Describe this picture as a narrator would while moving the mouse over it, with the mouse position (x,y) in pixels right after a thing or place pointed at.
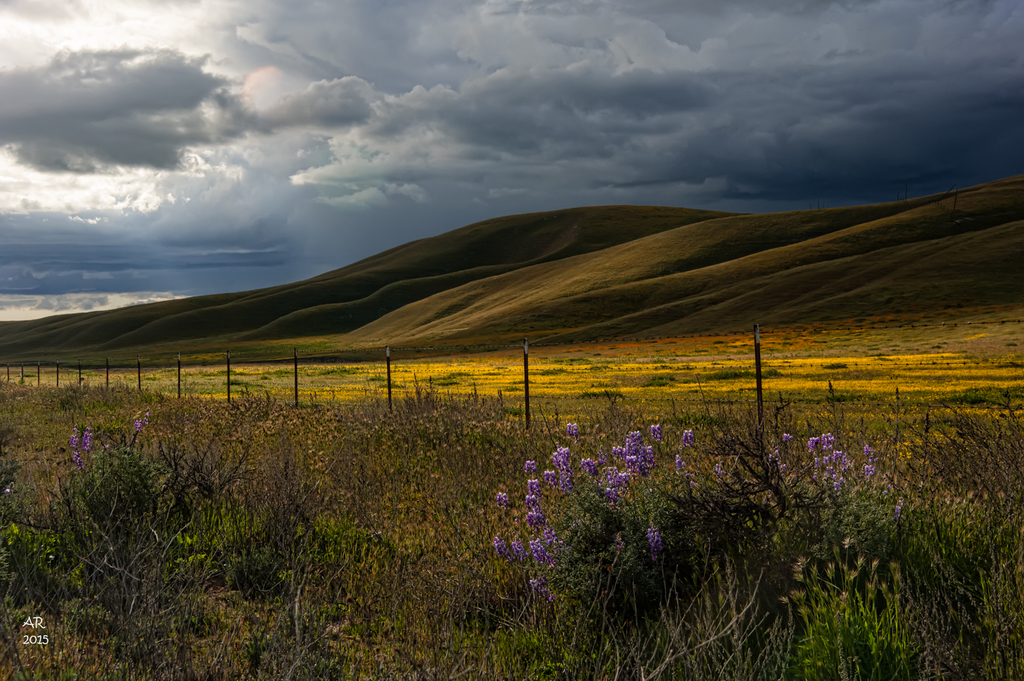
In this image we can see the outside view, there are some flowers (533,481) on the plants (677,494), bushes (901,519), mountains (266,319), and also we can see clouded sky (461,108).
